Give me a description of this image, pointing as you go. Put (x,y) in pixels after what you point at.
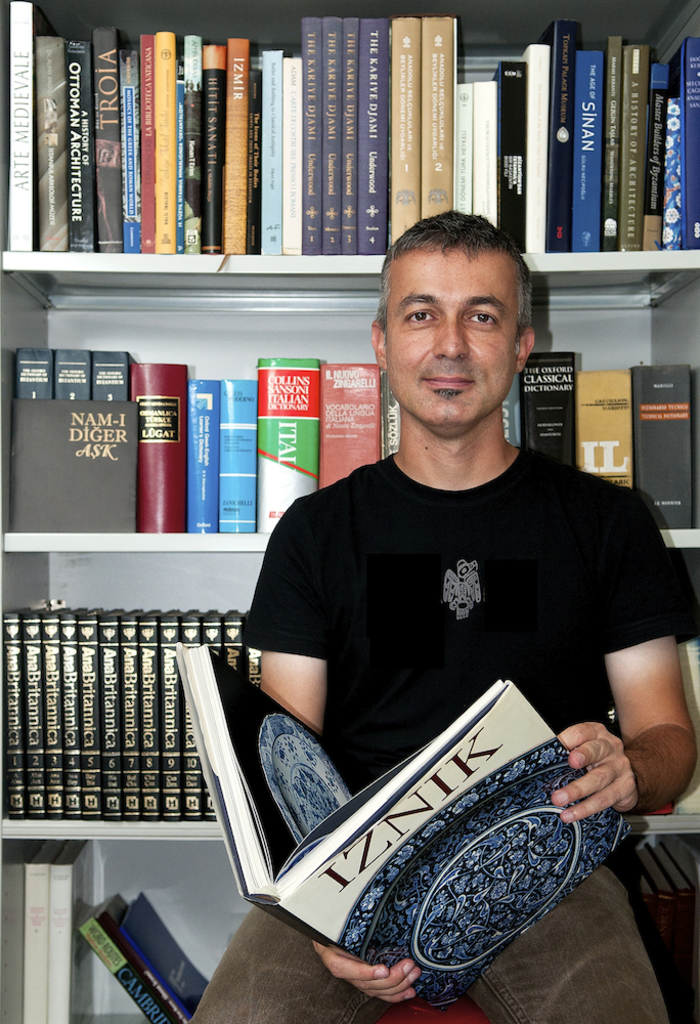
In this image we can see a man (662,757) is sitting on a platform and holding a book (372,791) in his hands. In the background (61,988) there are books (145,643) on the racks (65,823).
